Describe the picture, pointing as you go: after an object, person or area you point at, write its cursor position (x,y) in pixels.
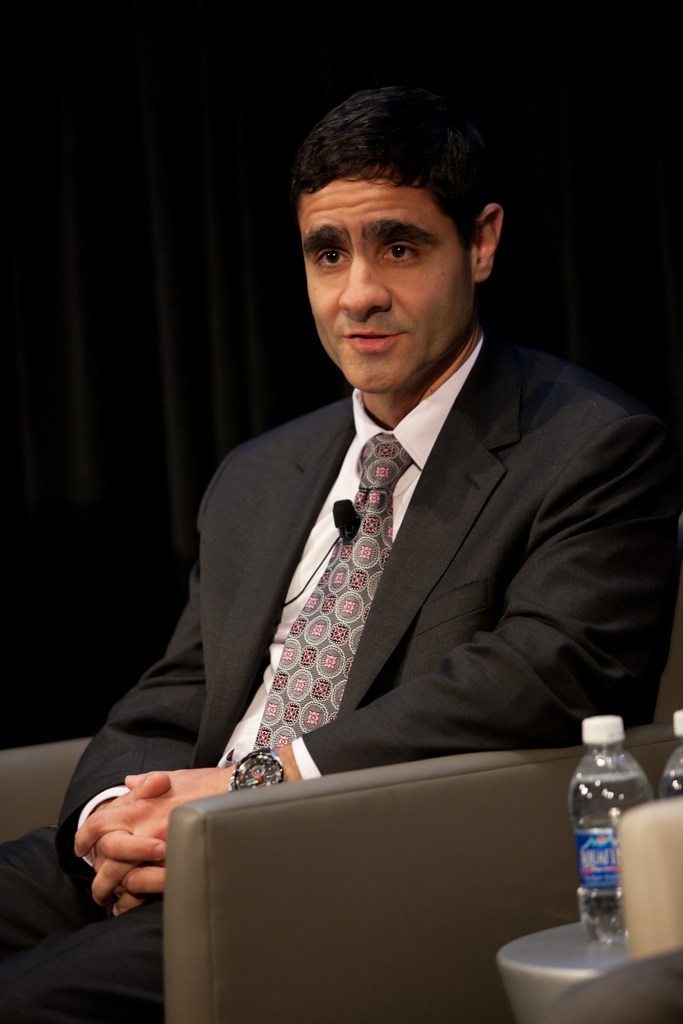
In this image I can see a man (490,619) wearing suit (472,677) and sitting on the chair (279,893). He's wearing a watch (243,779) to his left hand (218,786). In the background (151,228) I can see a black color curtain (108,254). On the right side of the image (604,851) I can see two bottles (628,809).
